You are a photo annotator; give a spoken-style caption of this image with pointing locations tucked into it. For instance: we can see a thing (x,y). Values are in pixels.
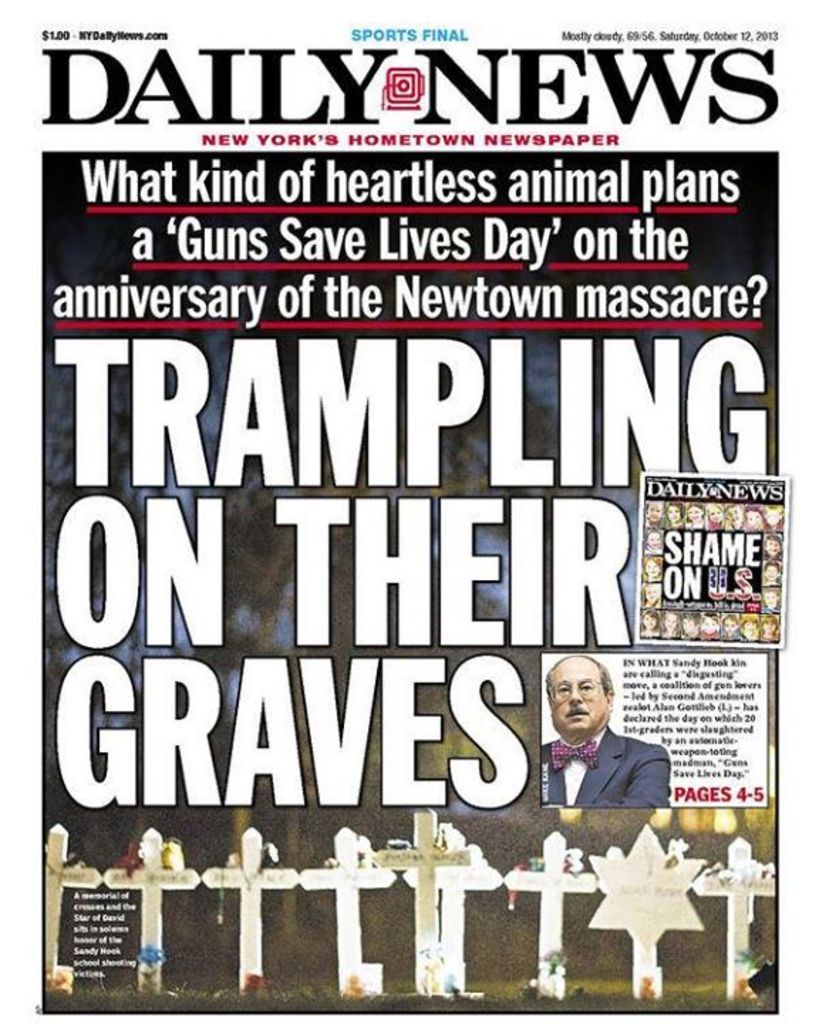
In this image I can see few religious cross symbols (554,976) and I can also see the person (603,764) and I can see something written on the image and the background (342,605) is in blue and green color.
